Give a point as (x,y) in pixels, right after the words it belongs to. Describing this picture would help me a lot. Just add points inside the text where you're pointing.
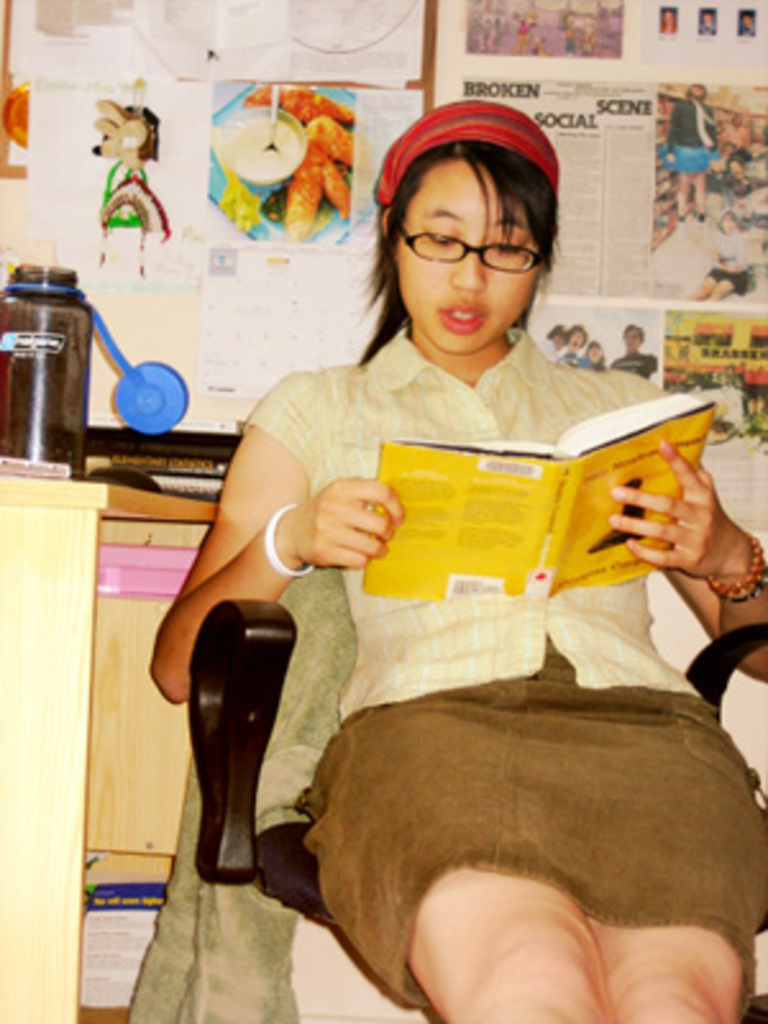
In this image I can see a woman (474,653) wearing cream and brown colored dress (460,735) is sitting on a chair (265,701) and holding a book (543,521). In the background (267,250) I can see the wall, few papers (232,147) attached to the wall (626,128), a desk (82,612) and a bottle (67,364) on the desk (88,635).
